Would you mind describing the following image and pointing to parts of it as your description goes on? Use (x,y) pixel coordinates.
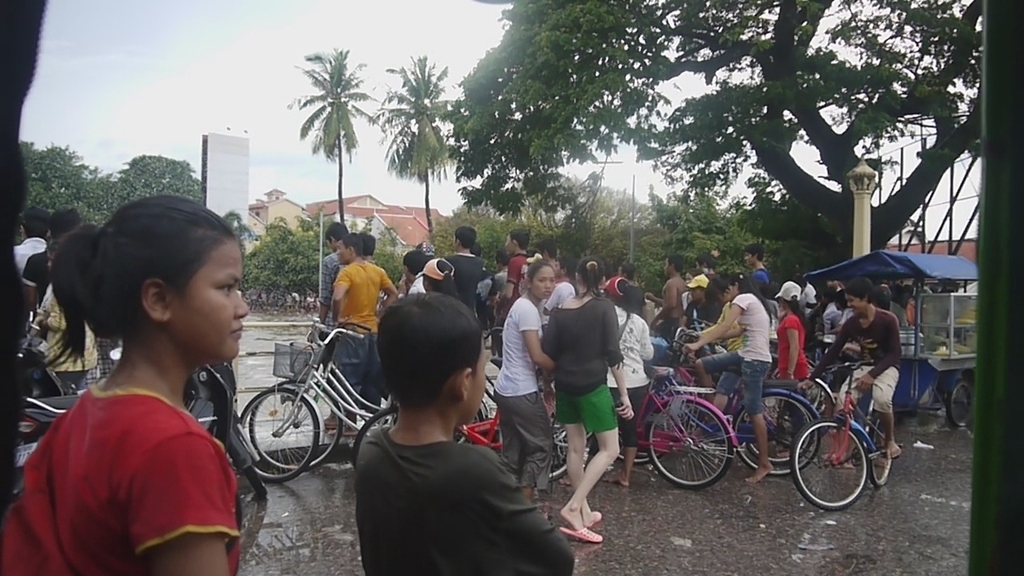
In this image, there are group of people (608,447) standing and some are riding bicycle (838,417) on the road (642,496). Next to that a tea stall (907,381) is there and tree (882,234) is visible on the right top (837,138). A sky (133,40) is visible on the left top (191,80). In the middle of the background (279,219), there are houses (281,203) visible. This image is taken during day time.
